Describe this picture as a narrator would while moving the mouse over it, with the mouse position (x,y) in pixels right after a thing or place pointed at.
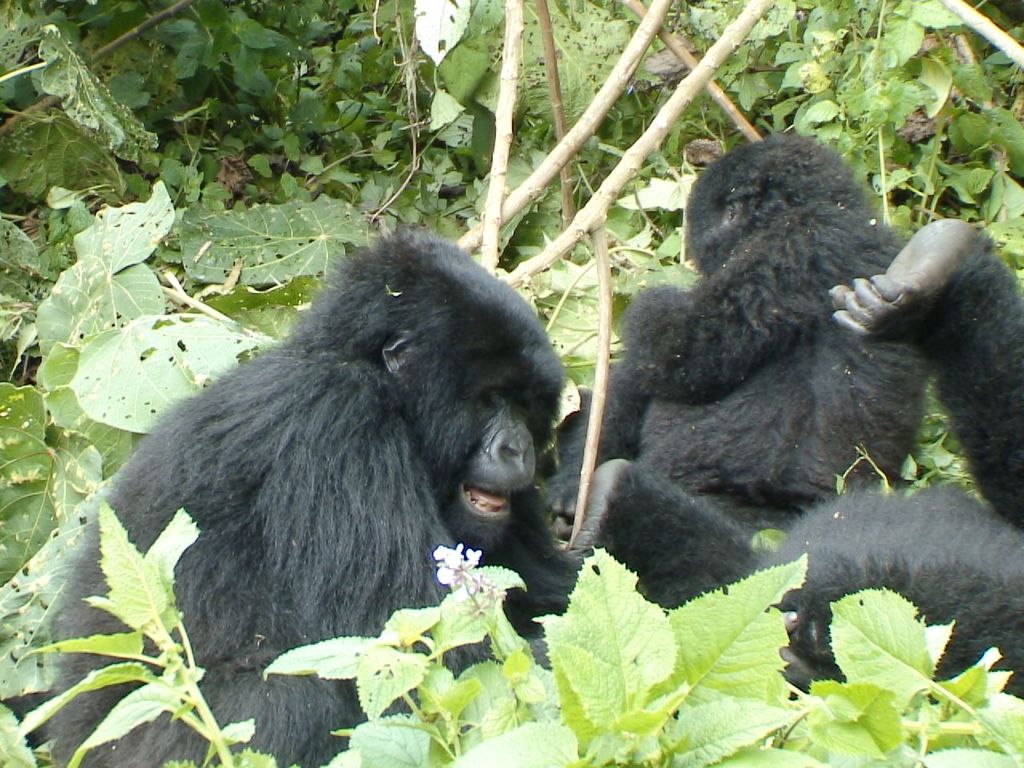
In this image I can see black color monkeys (827,405) visible on the plants (253,207) and I can see leaves (710,629) of the plants (621,626).
